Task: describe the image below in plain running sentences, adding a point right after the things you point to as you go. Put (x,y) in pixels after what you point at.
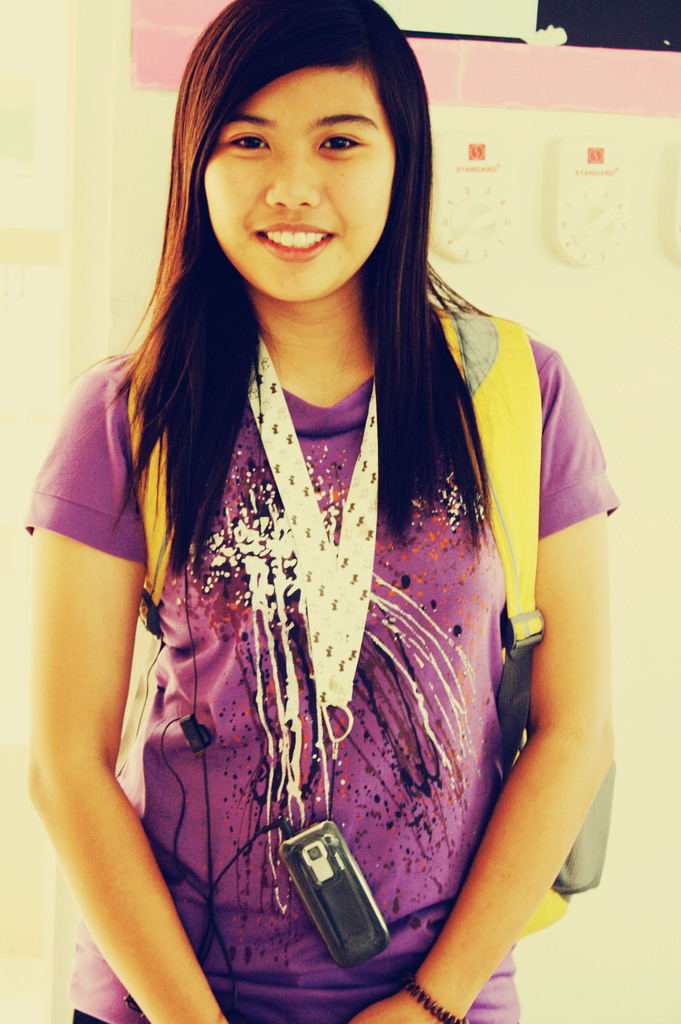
In this picture I can see a woman (384,167) standing and smiling. I can see a mobile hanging with a tag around her neck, and in the background (646,15) there are some objects (646,15).
